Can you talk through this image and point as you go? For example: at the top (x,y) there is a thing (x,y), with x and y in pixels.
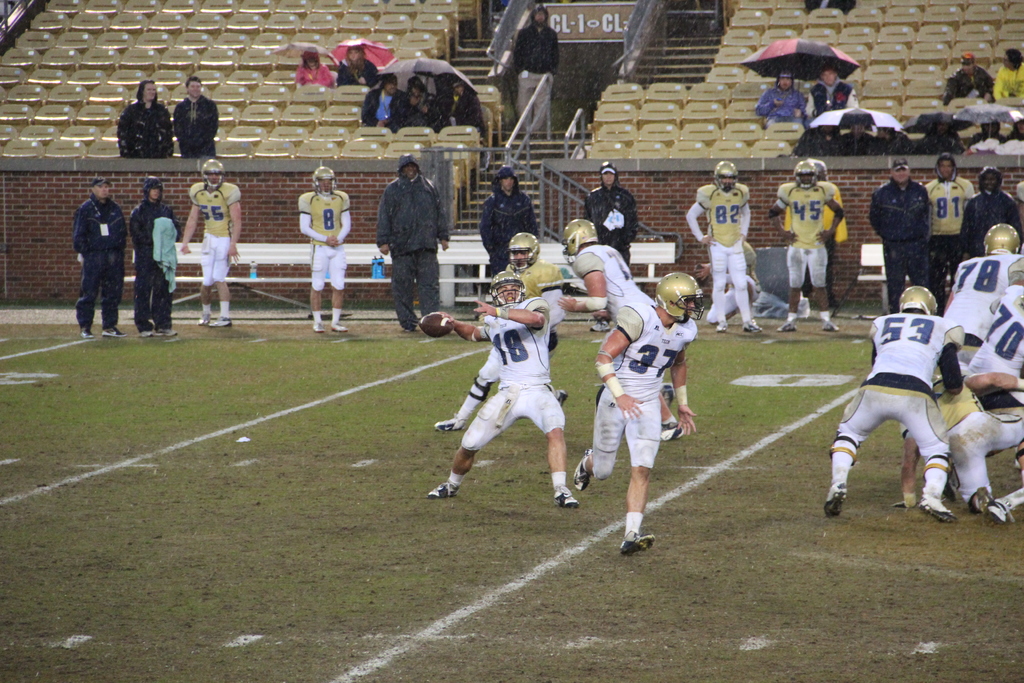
In this picture there are some players (891,407) who are playing something, and in the background (502,213) there are some people (996,210) who are standing and also there are some tables (248,278). On the tables (582,279) there are some bottles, and in the background (309,103) there are some chairs (744,84) and some people (454,84) are standing and some of them are sitting and holding umbrellas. At the bottom (196,571) there is ground (730,578).
